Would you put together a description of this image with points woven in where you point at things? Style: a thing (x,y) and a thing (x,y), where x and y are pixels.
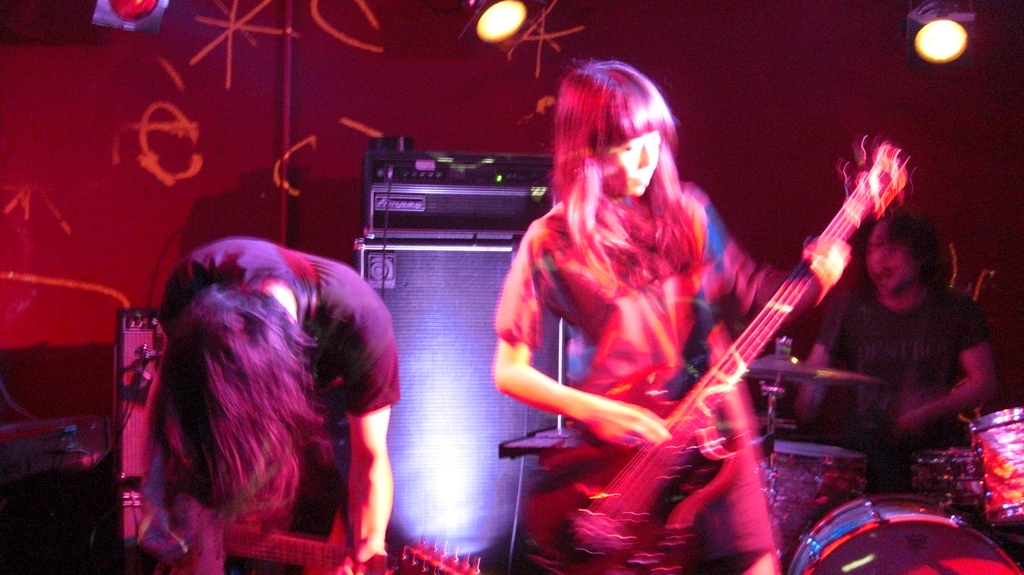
Woman (647,309) playing guitar (672,370), in the background (947,35) there is light (926,50), this person (914,340) is playing drum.
